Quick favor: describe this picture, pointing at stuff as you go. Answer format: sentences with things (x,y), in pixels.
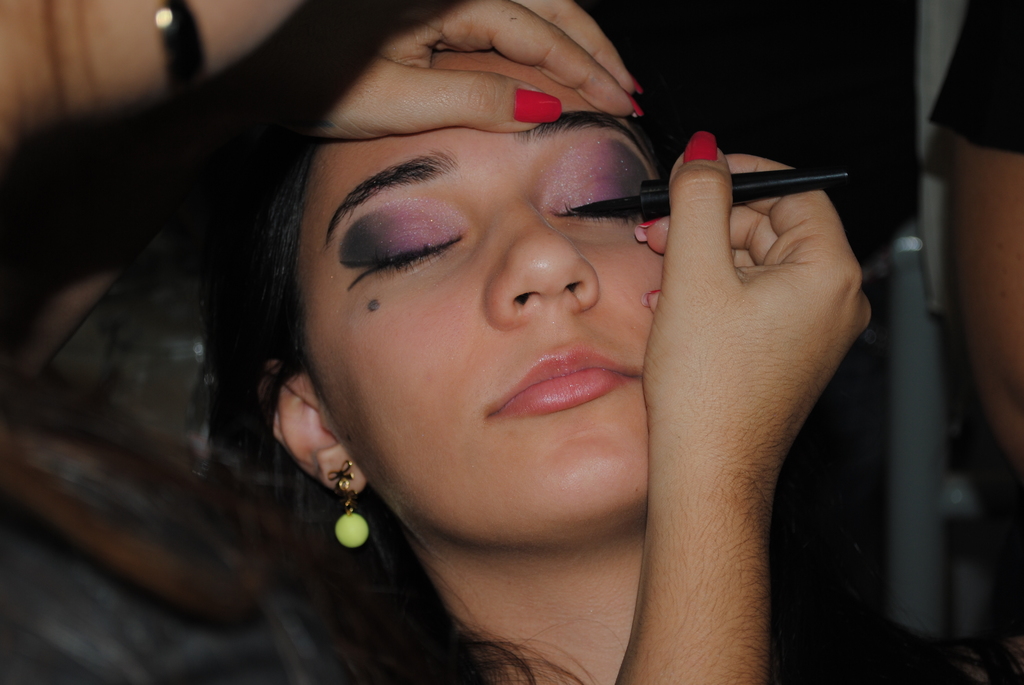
In this image there is a girl (666,594) makeuping another girl (304,256), in the background (958,229) it is blurred.
